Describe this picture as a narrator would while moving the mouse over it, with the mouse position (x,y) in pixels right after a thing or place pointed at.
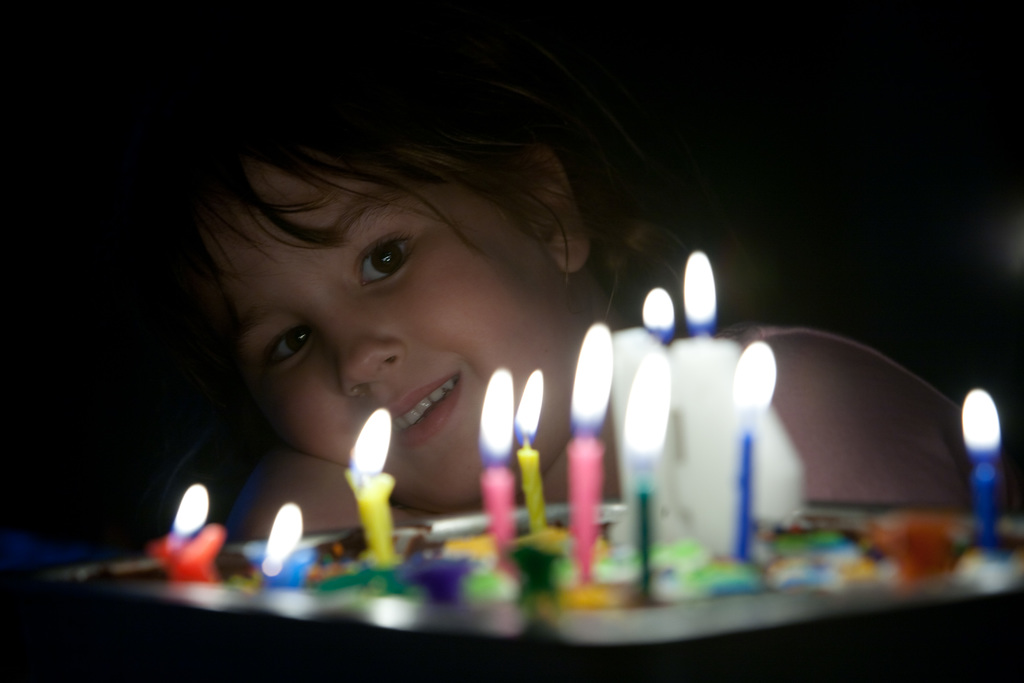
In the image in the center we can see one plate (654,607). In plate (673,609), we can see few different color candles (595,488). In the background (520,491) there is a girl (556,318). She is smiling, which we can see on her face (396,345).
